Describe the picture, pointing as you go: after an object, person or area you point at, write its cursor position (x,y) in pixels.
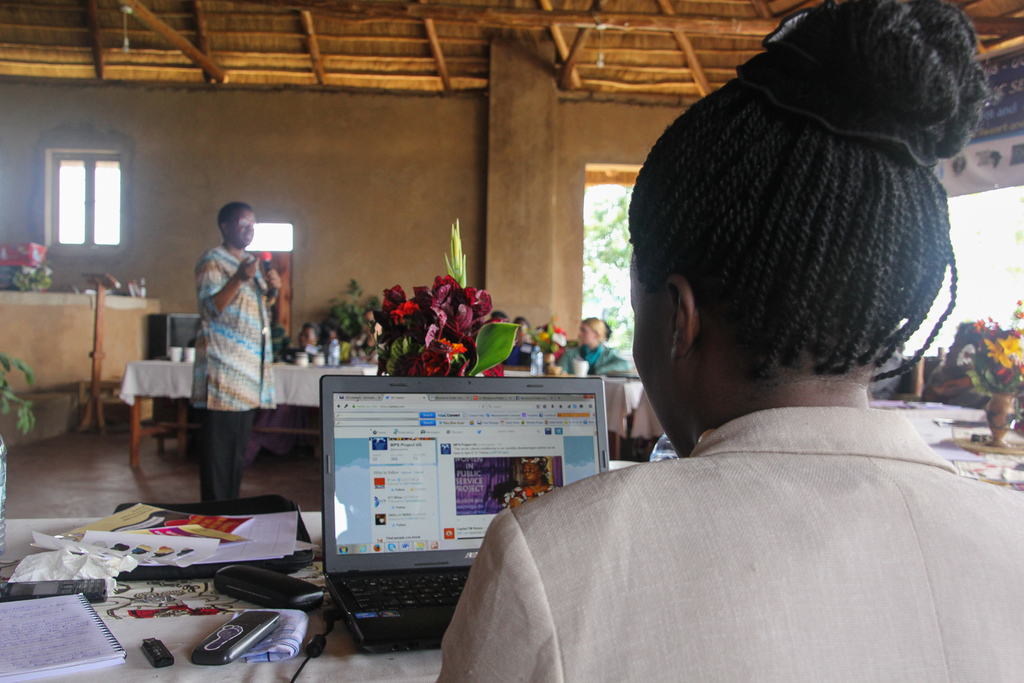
This is the inside picture of the building (299,317). In this image in front (817,477) there is a person (779,409) sitting on the chair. In front of her there is a table (129,618) and on top of the table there is a laptop (446,509), flower pot (497,354), books (108,659), papers (164,550), pen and few other objects (195,570). In front of her there is a person (257,349) standing on the floor (171,452) by holding the mike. Beside her there is a table (187,376) and on top of it there are few objects (548,355). Beside the table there are few people (594,340) sitting on the chairs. At the right side of the image (985,426) there is another table (956,413) and on top of it there is a flower pot (1002,416). At the back side (298,157) of the image there is a wall (193,150) with the window (58,163) on it.
